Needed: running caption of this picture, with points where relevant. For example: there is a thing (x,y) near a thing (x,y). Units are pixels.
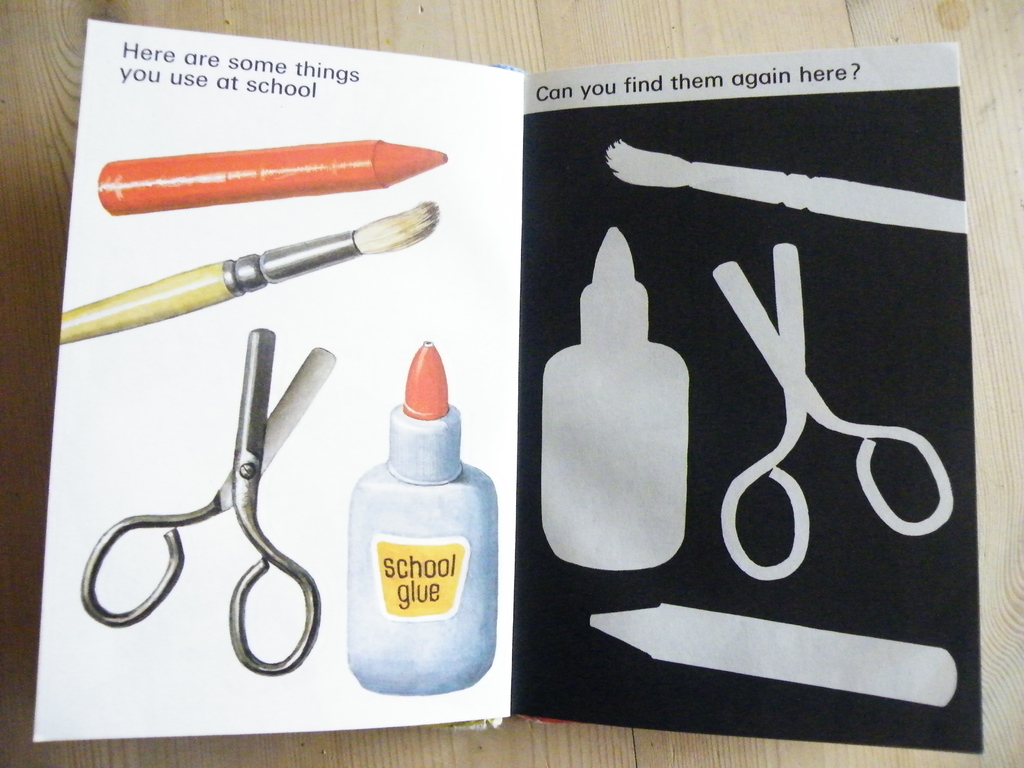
In this picture we can see a craft book (364,711) placed on the wooden table (574,12). In the front (259,439) we can see scissor (303,637), bottle (466,650), brush (287,266) and crayon (274,189) in the book (85,515).
